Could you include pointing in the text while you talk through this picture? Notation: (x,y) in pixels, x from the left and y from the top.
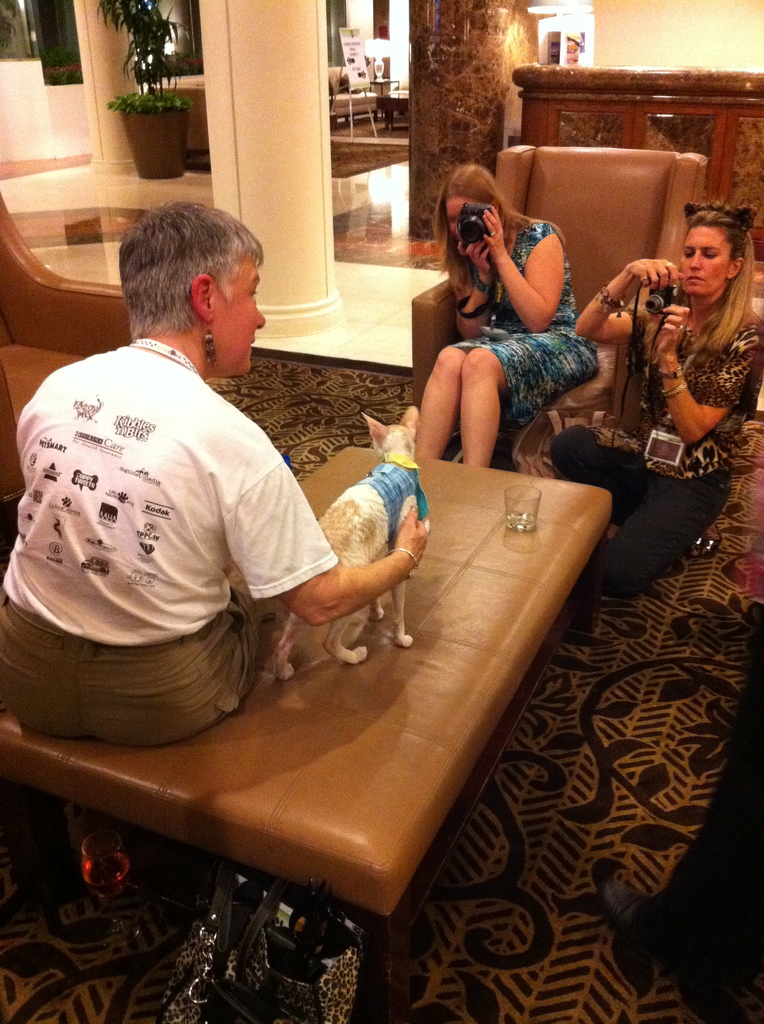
In the foreground of the picture (56,404) there are couches (48,360), table (387,697), people (705,336), glass (509,511), cat (336,542) and bag (237,984). In this picture there are two women (533,282) holding cameras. In the background (242,72) there are pillars (282,92), houseplant (164,106), banners (357,40), wall (598,48), light (582,5), table (388,114) and other objects (518,67).
